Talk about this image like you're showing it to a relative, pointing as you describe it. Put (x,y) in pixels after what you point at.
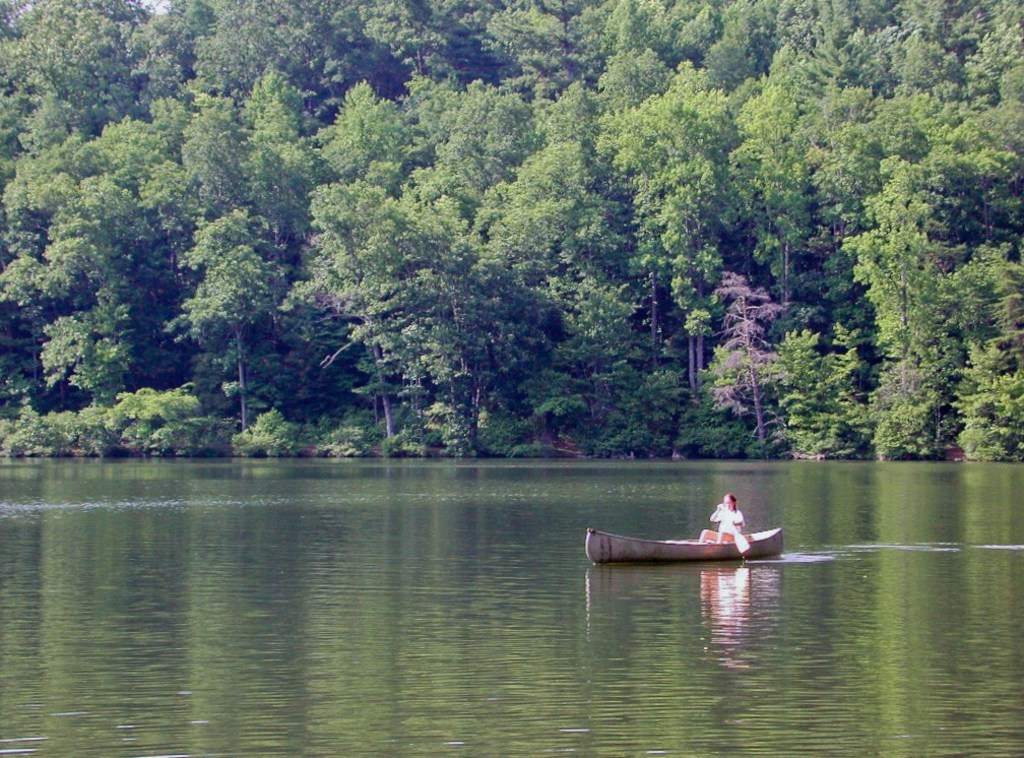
In this picture there is a person (723,509) sitting on a boat (738,558) and holding a paddle (745,548). We can see water (382,608). In the background of the image (539,310) we can see trees (538,314).
